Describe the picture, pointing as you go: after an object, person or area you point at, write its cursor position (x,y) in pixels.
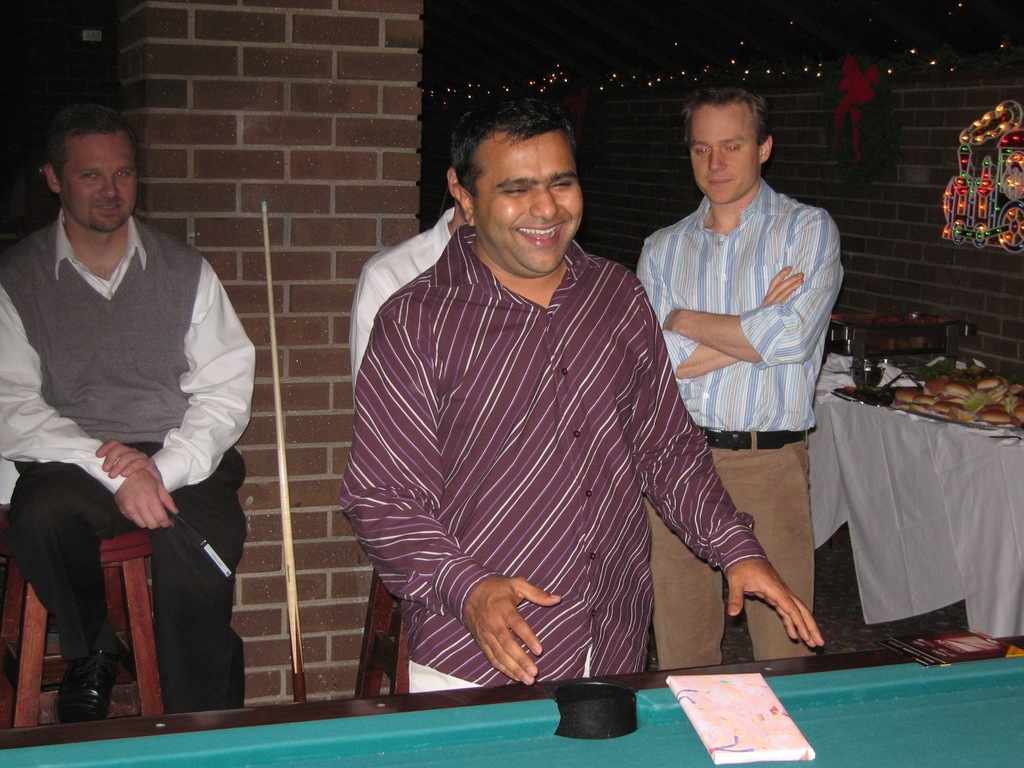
this picture shows a group of people (439,288) standing and a man (194,363) seated on the chair (35,594) and we see some food (932,406) on the table (883,411).
